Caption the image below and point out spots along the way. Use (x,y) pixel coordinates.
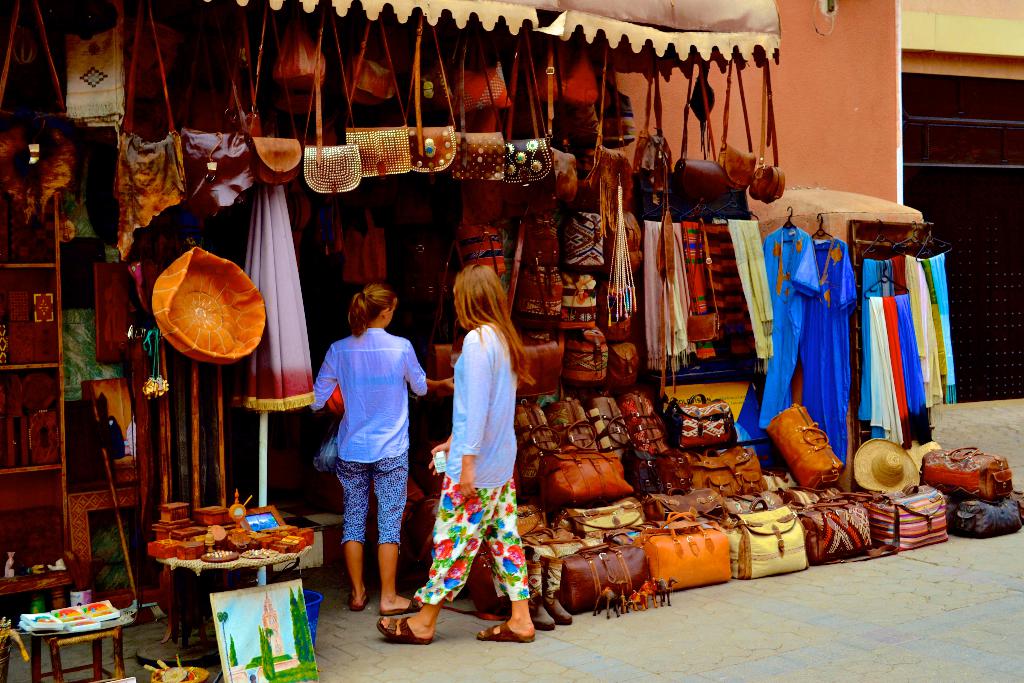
In this image there are two women (447,387) standing on the ground (463,637). In front of them there is a stall (190,376). There are luggage bags (708,498), handbags (734,170), scarves (739,254), dresses (814,314), hats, sculptures (210,537) and paintings (233,647) in the stall (102,639). To the right (844,97) there is a wall (825,105).
